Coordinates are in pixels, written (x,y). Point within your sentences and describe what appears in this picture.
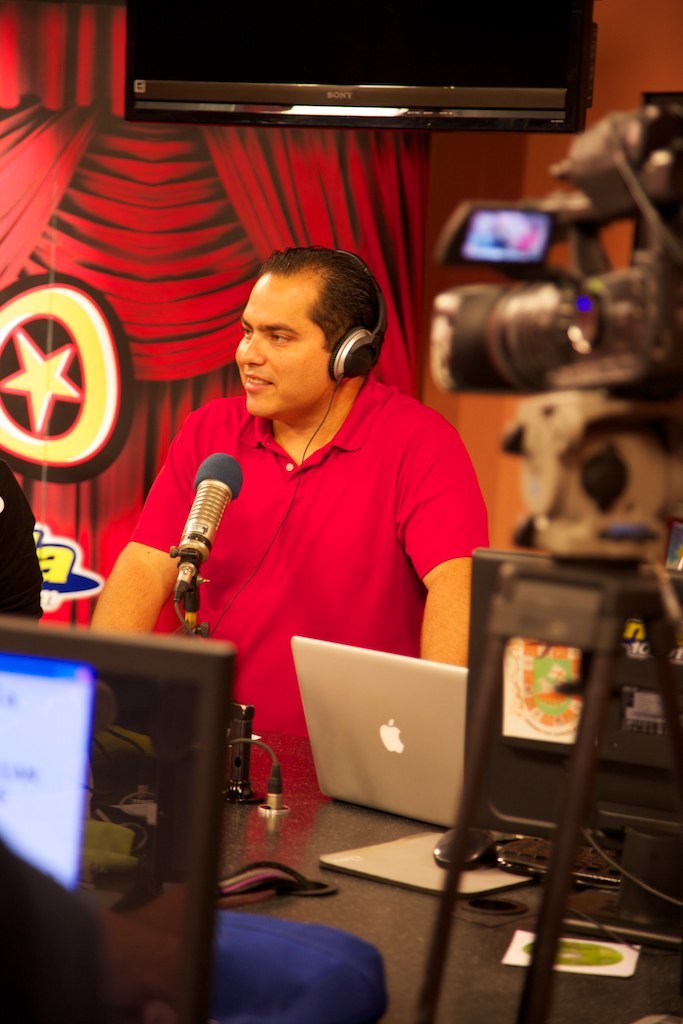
In the foreground of the image (546,786) we can see a laptop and a monitor (112,915). In the middle of the image (358,512) we can see a person (337,493) standing in front of a mike (199,506) and wearing a headset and a camera (591,219) is there. At the top of the image (500,61) we can see the curtain (107,63) and a screen (451,82).
